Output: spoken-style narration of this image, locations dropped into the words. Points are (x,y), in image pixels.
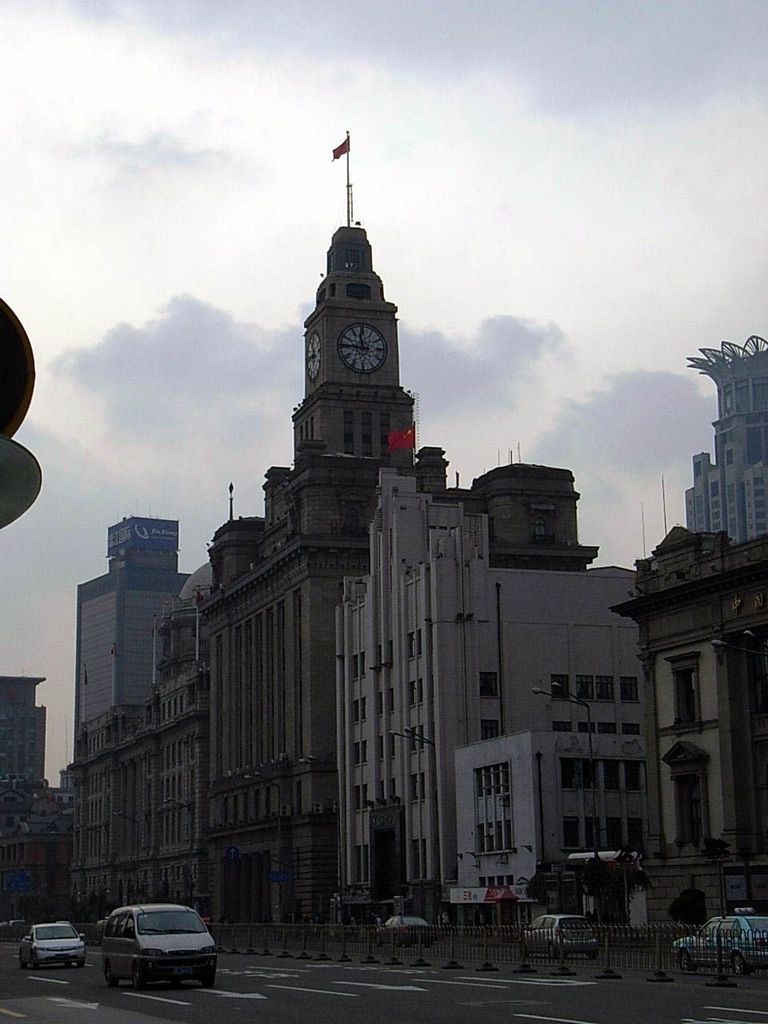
In the center of the image (383,351) there are buildings (331,563). At the top of the image (273,105) there is sky (356,101). At the bottom of the image (294,965) there is road (249,955). There are vehicles (144,941) on the road (48,982).
